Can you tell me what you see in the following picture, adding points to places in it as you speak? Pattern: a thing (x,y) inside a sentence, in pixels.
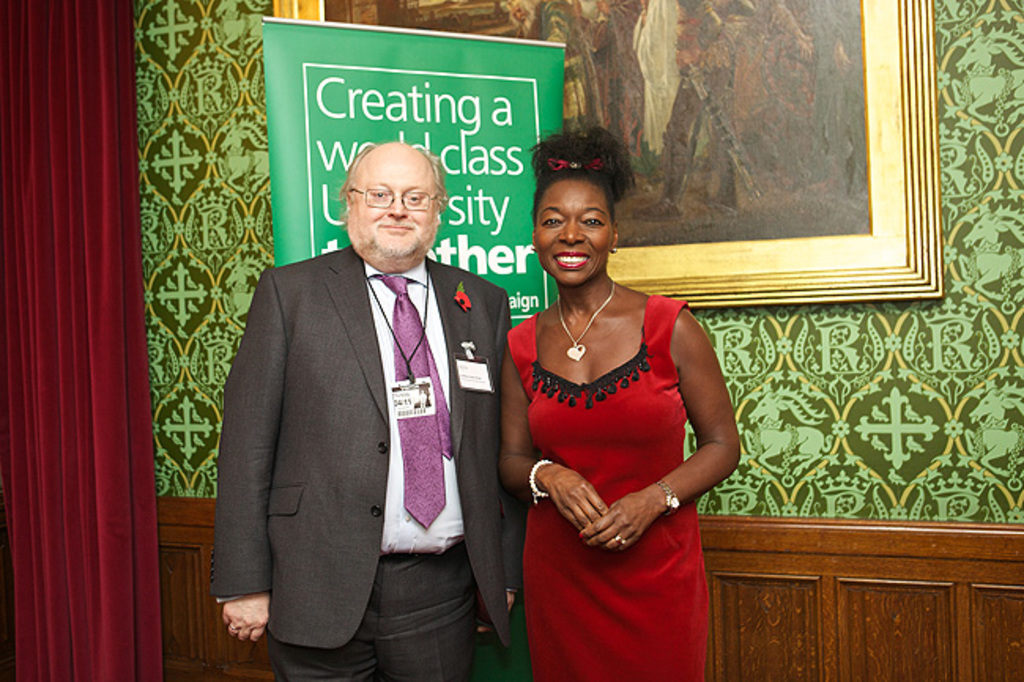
In this picture there is a man (260,347) and a lady (553,199) in the center of the image (488,250) and there is a poster (478,145) behind them and there is a portrait (697,143) on the wall (784,319), there is a red color curtain (100,288) on the left side of the image (90,216).
